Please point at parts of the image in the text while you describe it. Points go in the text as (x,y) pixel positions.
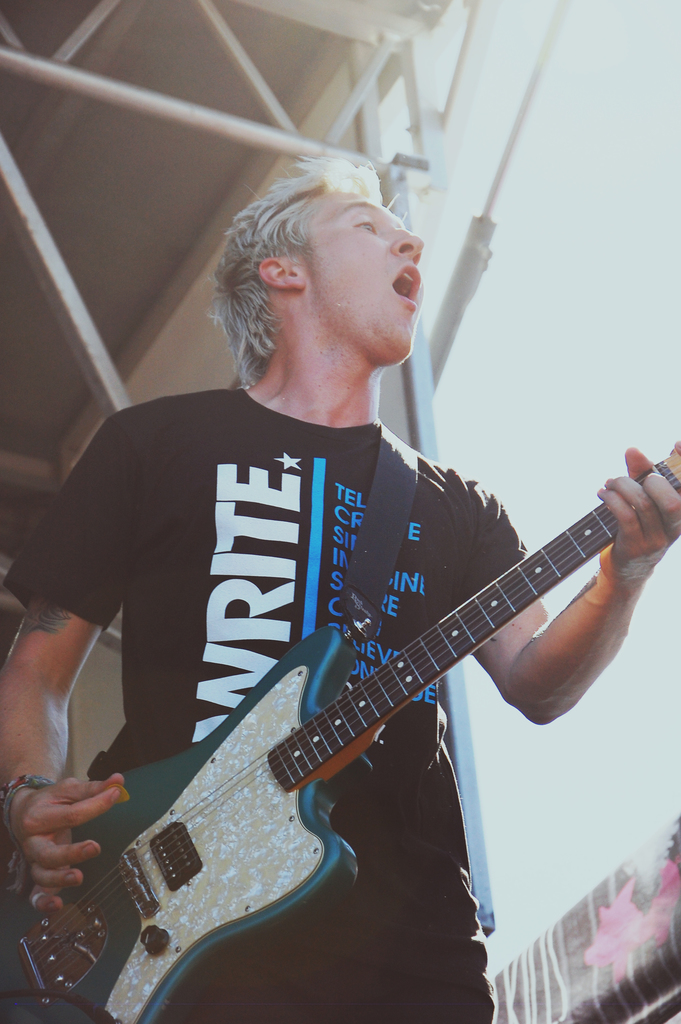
In this image we have a man (503,641) who is wearing a black t-shirt (328,452) and playing a guitar (218,850) in his hands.
